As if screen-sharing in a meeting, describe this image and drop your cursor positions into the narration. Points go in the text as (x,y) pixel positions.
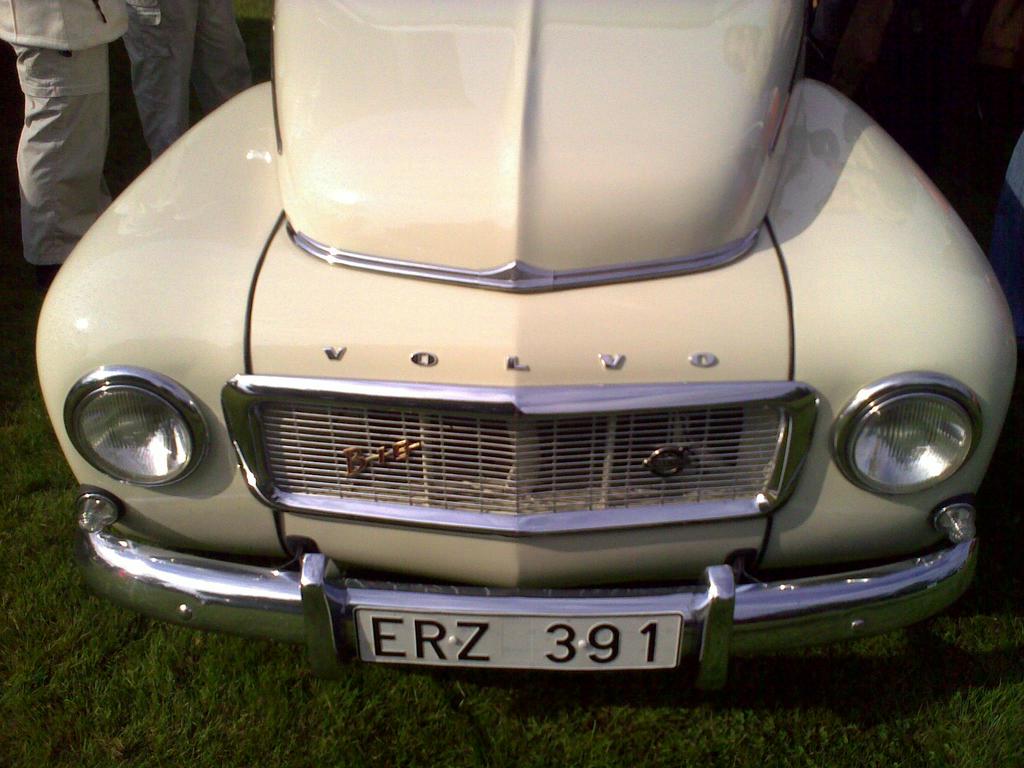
In this image I can see the ground (458,738), some grass (196,738) on the ground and a car (521,155) which is cream in color. To the left side of the image (159,84) I can see few persons (172,45).
